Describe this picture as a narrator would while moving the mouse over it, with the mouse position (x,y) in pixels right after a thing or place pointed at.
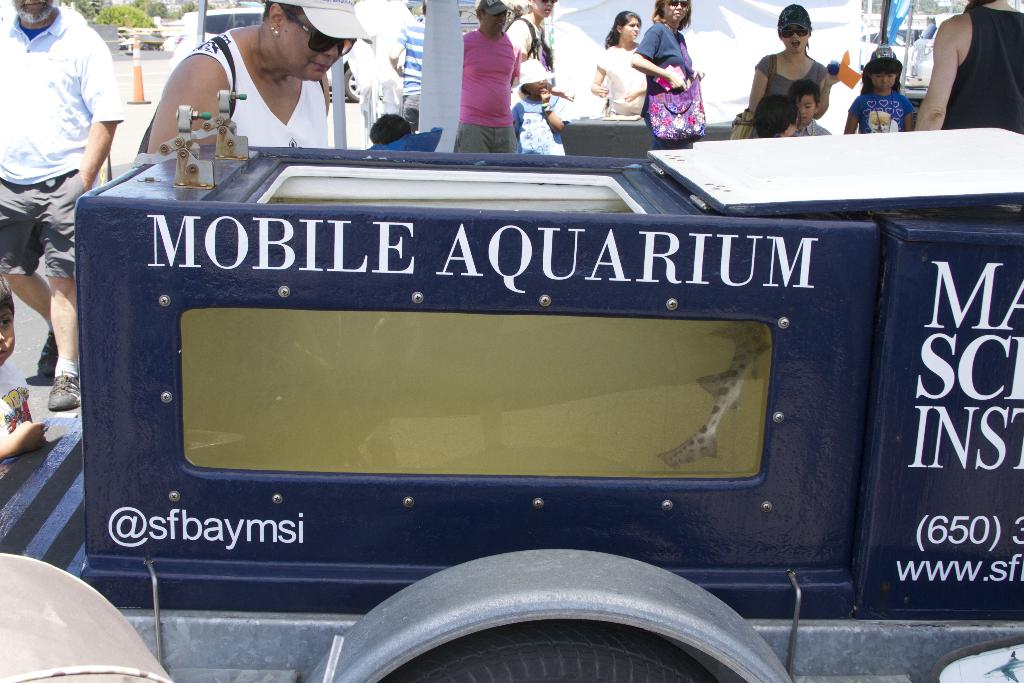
In this picture we can see a vehicle (113,348), aquarium (345,328) and a group of people (254,139) standing on the road (129,93) and in the background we can see a traffic cone (143,102), trees (124,9).
